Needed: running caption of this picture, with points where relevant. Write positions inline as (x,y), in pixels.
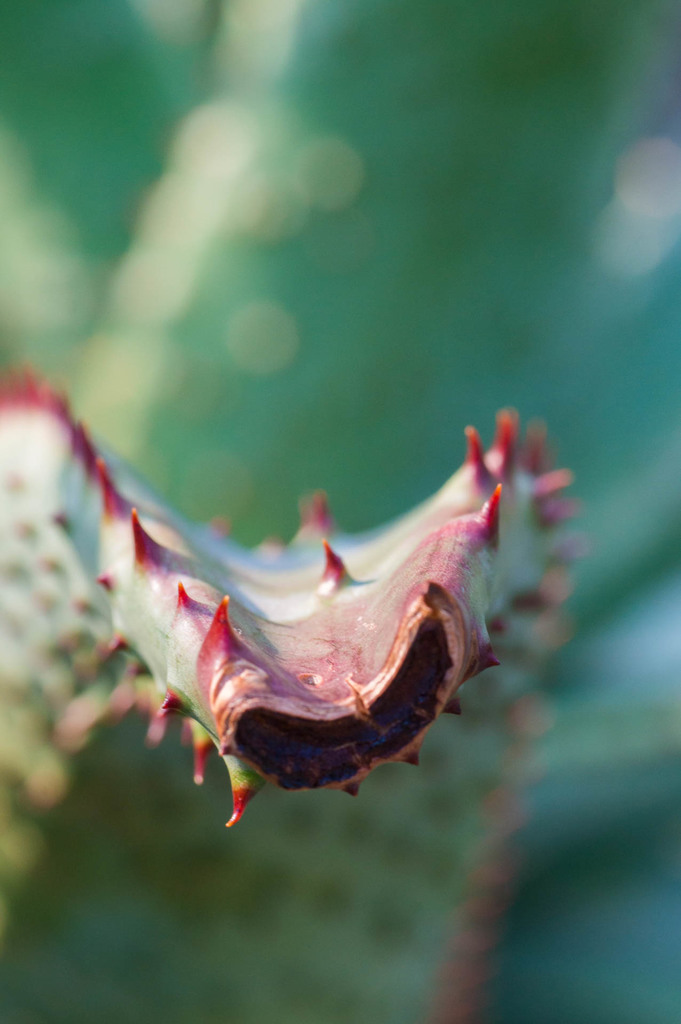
In this picture I can see a aloe vera plant (301,701) and I can see blurry background (611,185).
